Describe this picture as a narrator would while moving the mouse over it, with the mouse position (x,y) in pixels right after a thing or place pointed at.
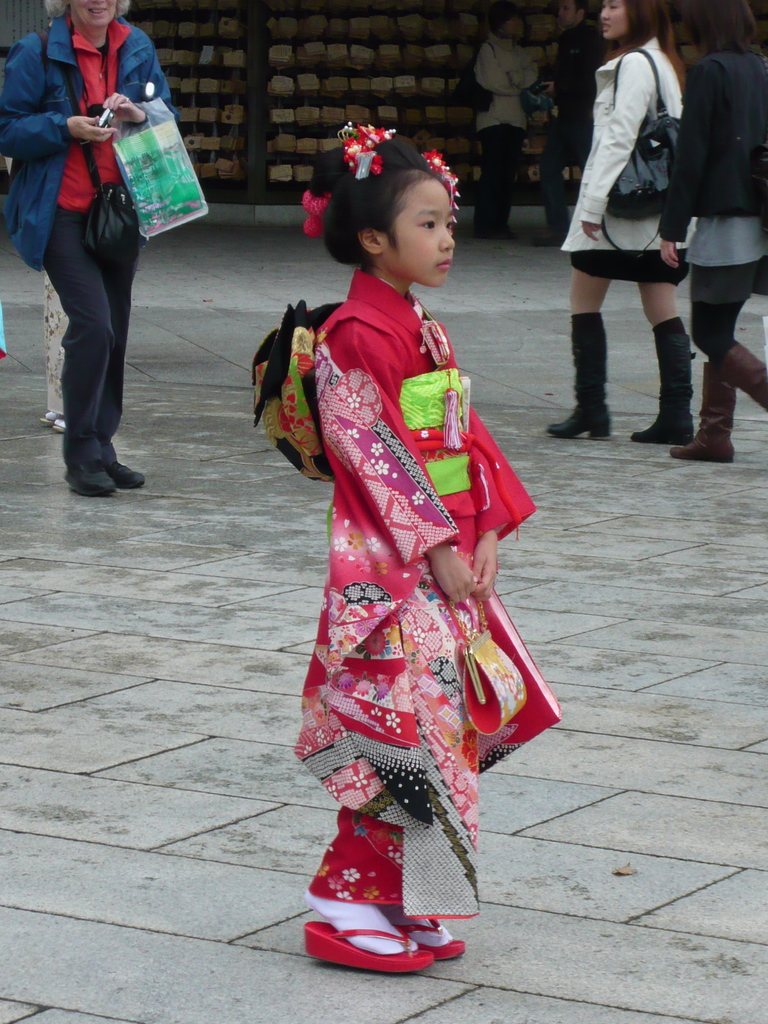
In this image there is a girl (423,622) standing in middle of this image (409,594) is wearing red color dress (371,427) and holding a bag (496,687) and wearing one big bow (315,400) and there is one other women (92,201) standing at top left corner of this image (83,140) is wearing blue color dress (40,147) and there are some other persons (599,204) standing at top right corner of this image (598,184).
